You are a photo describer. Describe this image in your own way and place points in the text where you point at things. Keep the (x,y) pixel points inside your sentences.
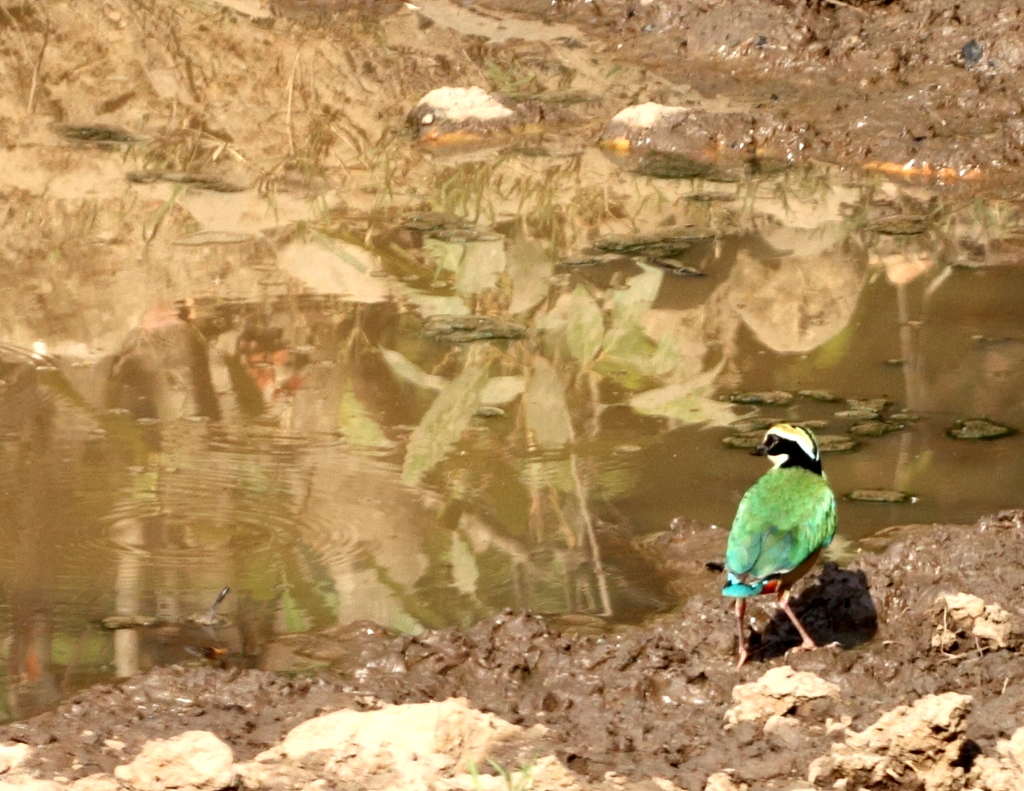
In this picture I can observe a bird (777,526) on the land (623,674). The bird (736,581) is in green, black and white colors. I can observe some water (507,423). In the background (326,70) there is some mud (582,97).
